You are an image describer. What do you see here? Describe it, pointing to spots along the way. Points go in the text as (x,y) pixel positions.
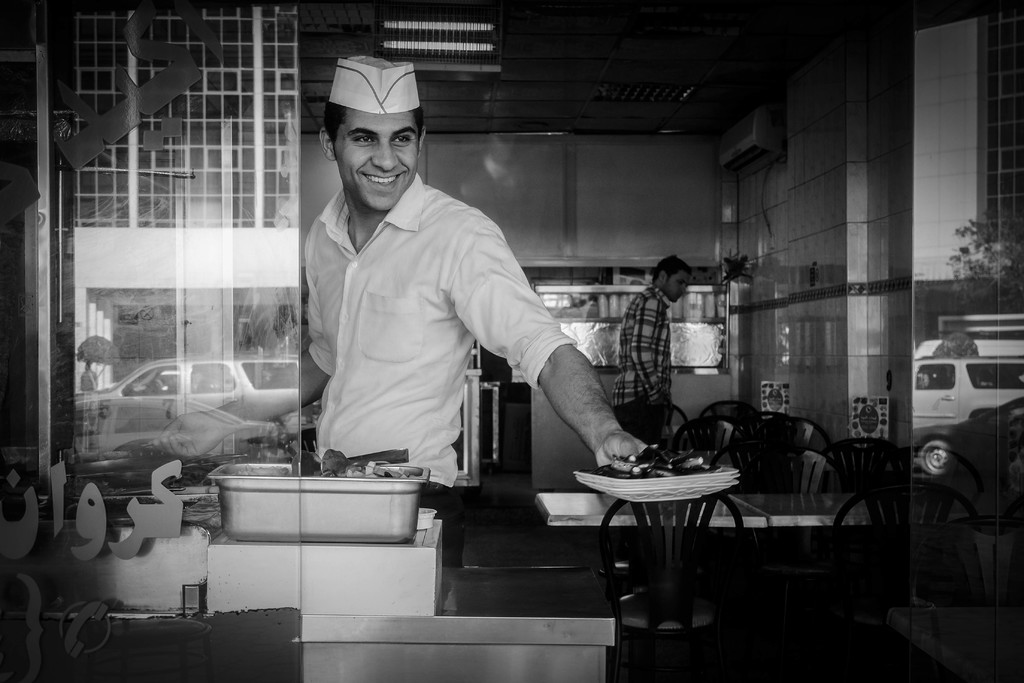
In this picture there are two persons (519,333) standing. We can see chairs (765,473) and tables (761,513). This person (510,350) holding plate (628,482). There is a bowl (315,491). There is a glass (140,253). From this glass (182,363) we can see vehicle (147,367). this wear a cap (367,94). On the top (467,50) we can see lights (439,33).
